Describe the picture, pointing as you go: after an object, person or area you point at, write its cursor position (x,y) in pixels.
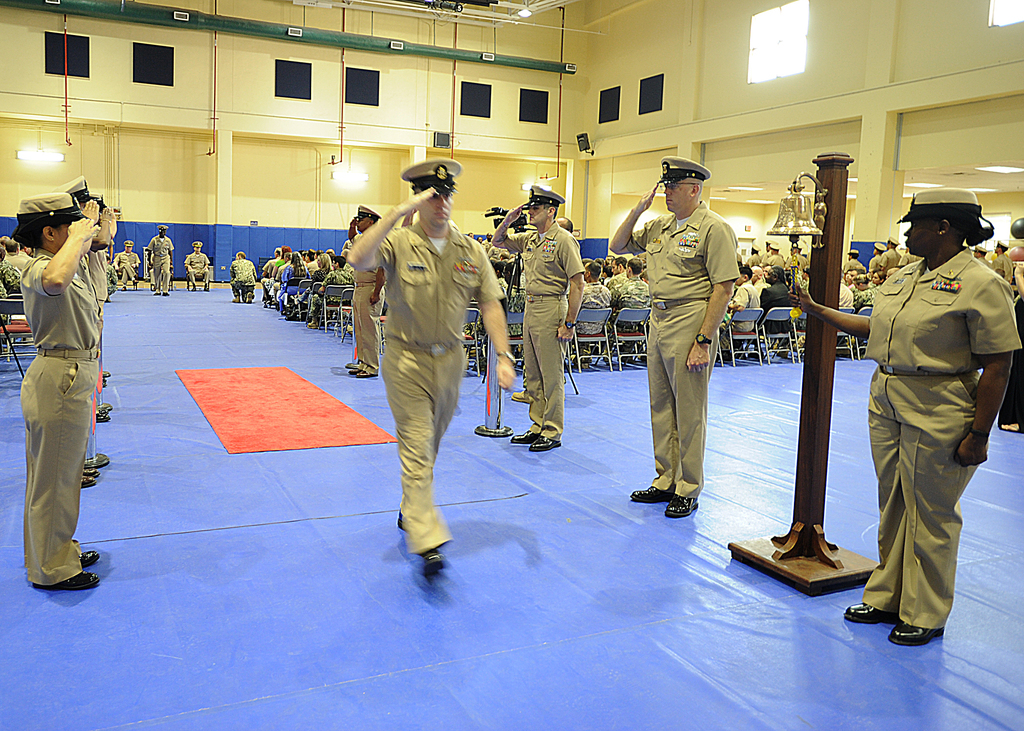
In this image there are a group of persons (107,209) standing, there are two men (415,357) walking, the persons (395,332) are wearing caps (63,215), there is floor (230,594) towards the bottom of the image (479,582), there are objects (320,407) on the floor (781,382), there is a woman (883,335) holding an object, there are chairs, there are persons (635,272) sitting on the chairs (637,312), there is a wall (579,103) towards the top of the image (408,119), there are lights (52,158), there is an object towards the right of the image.
